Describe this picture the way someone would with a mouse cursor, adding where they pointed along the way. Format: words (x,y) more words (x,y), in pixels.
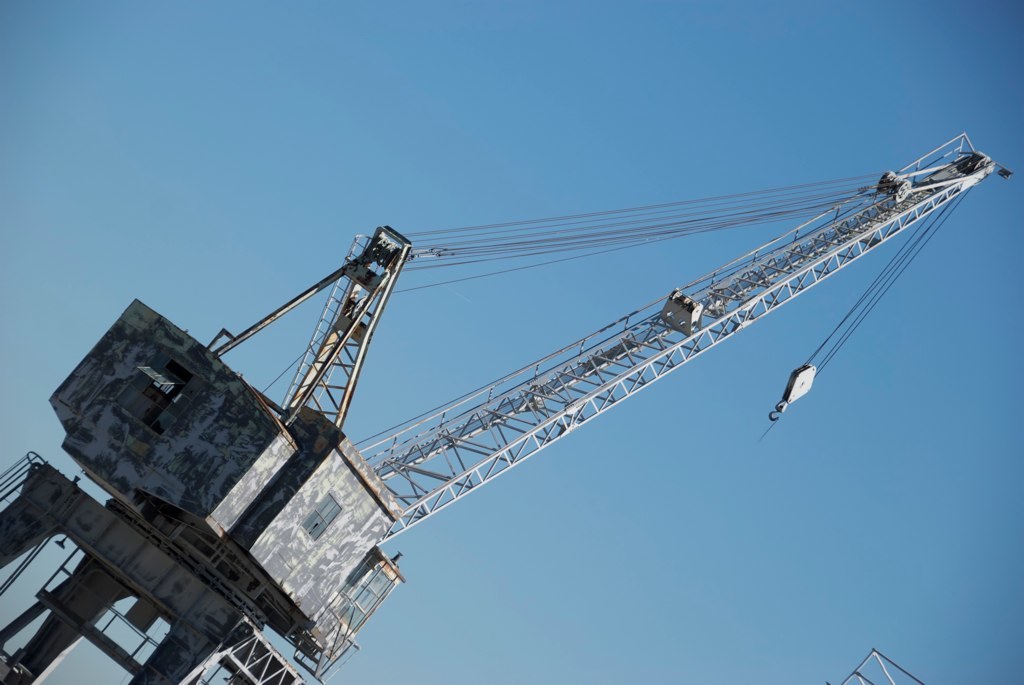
In the image there is a tall crane (787,214).
